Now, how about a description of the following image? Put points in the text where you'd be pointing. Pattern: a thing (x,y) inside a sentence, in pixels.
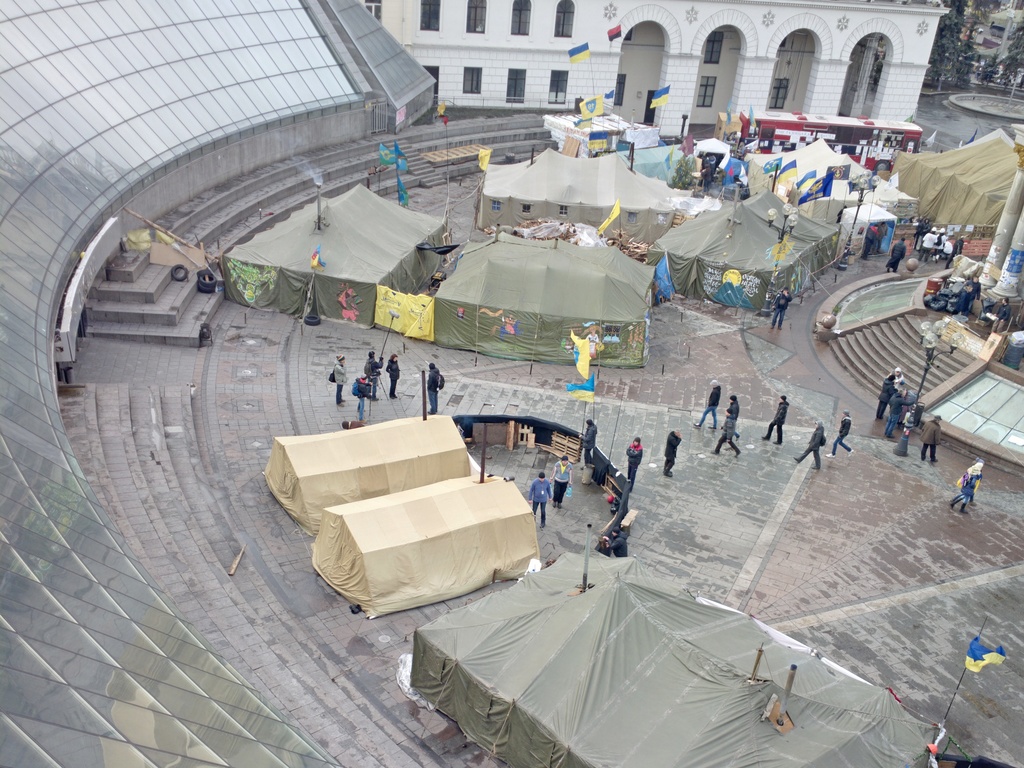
In this picture we can see a group of people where some are standing and some are walking on the ground (633,407), tents (360,466), flags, steps (300,172), buildings (705,20) with windows (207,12) and some objects (1000,56) and in the background (971,58) we can see trees (1019,61).
